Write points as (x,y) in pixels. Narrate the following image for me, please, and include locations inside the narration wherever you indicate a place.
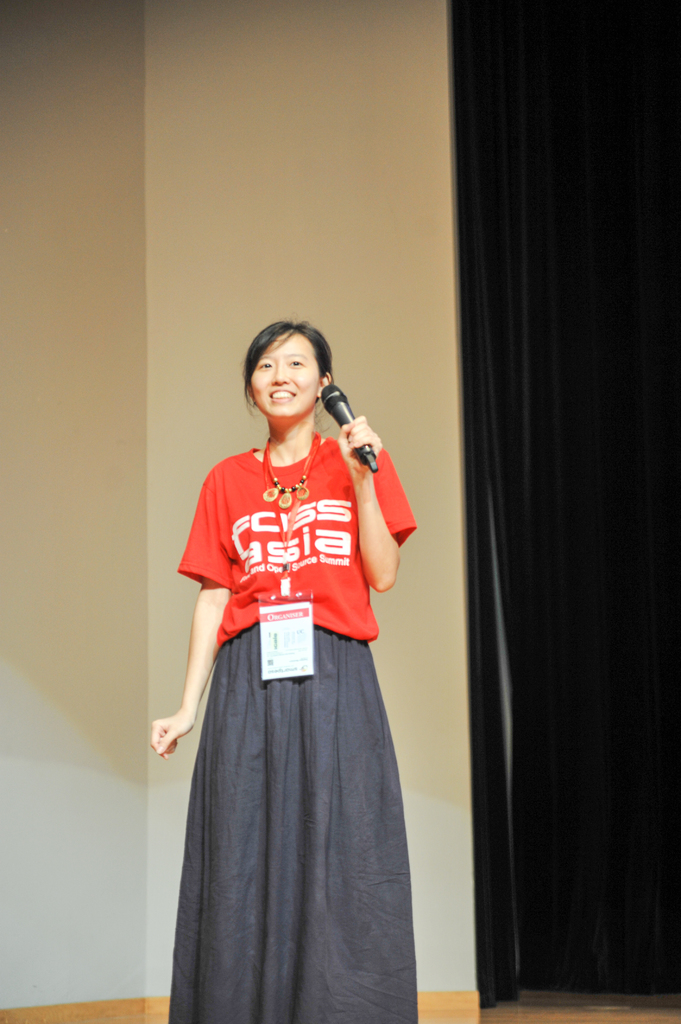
The woman (214,508) in red t-shirt (194,529) holds a mic (348,406). She wore an id card (295,626). There is a black curtain (553,574).
